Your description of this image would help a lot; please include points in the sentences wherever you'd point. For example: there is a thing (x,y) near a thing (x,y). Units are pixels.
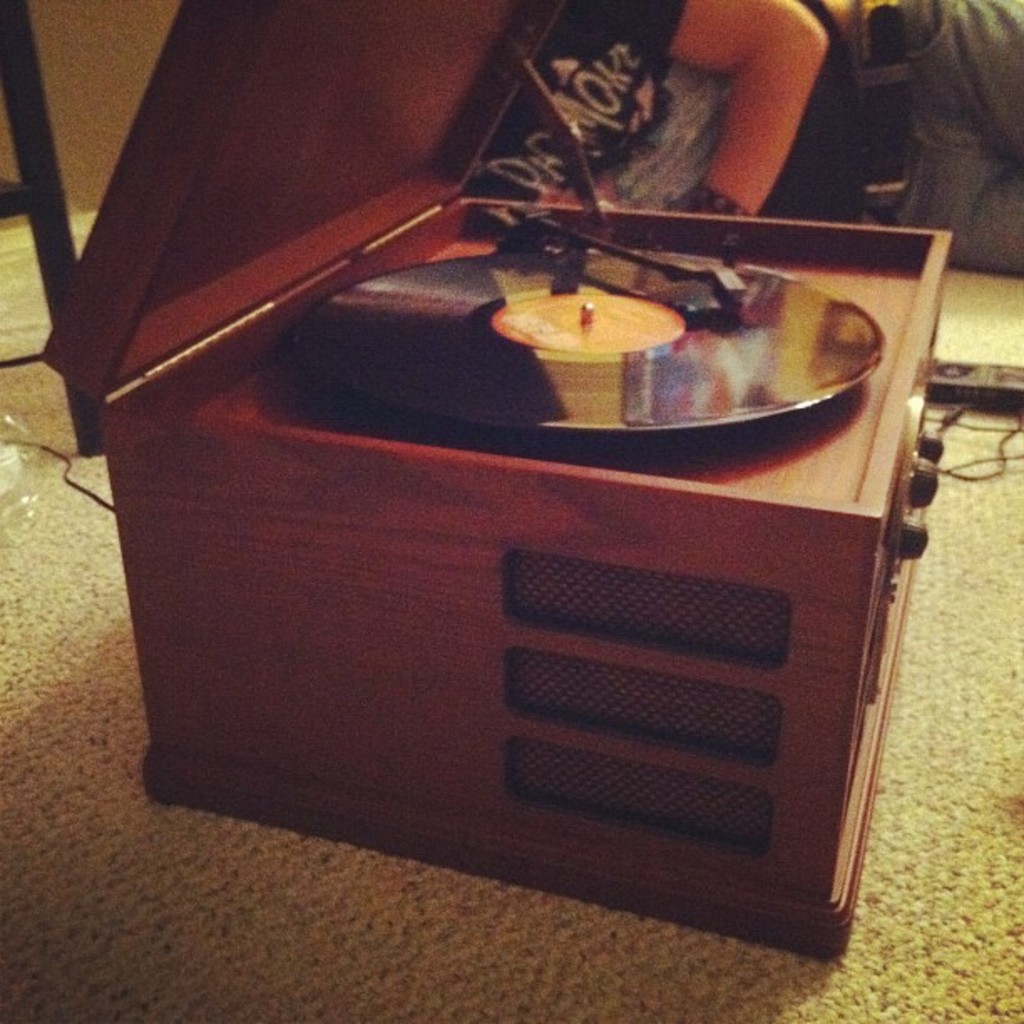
In this image i can see a music box (398,507) with wooden kept on the floor (133,916) and on the right corner (796,65) i can see a person (926,132) sat on the floor (953,281) and wearing black color t-shirt (633,128).
